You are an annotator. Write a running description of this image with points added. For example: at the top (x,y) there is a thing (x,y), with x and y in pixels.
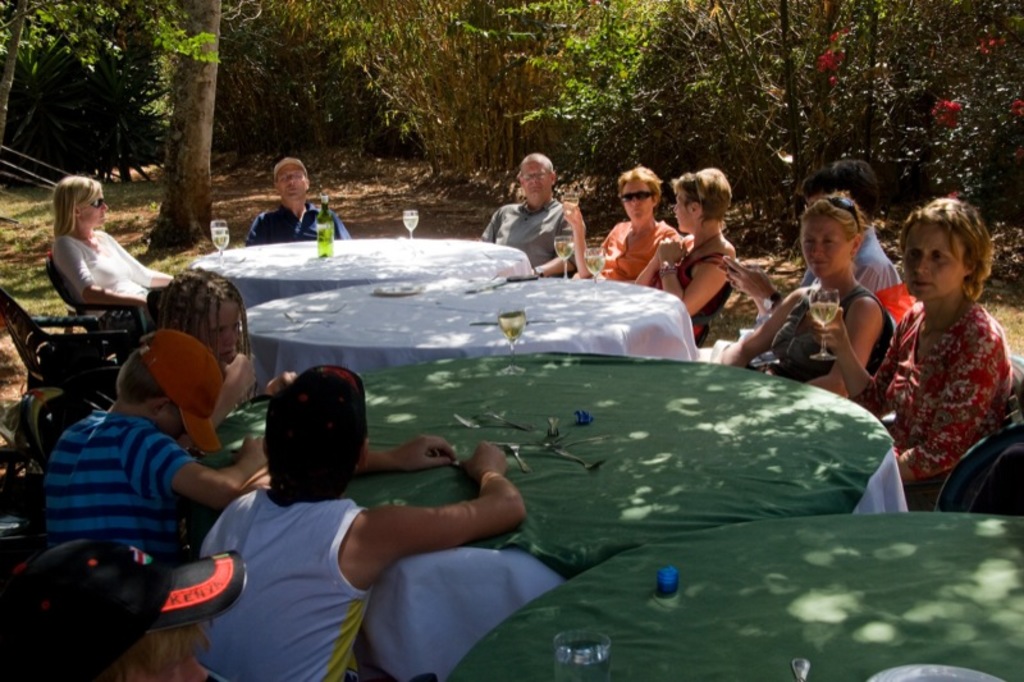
This picture is clicked in a garden (220,186). In the center of the picture (426,287) there are four tables (924,641) covered with clothes (671,376), on the table (662,445) there are spoons (561,442), glasses (512,324) and bottle (326,207). On the right (882,379) there are people (966,402) seated in chair (994,451). On the left (72,263) there are people (113,522) seated in chairs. In the background (513,90) there are trees (526,85).
